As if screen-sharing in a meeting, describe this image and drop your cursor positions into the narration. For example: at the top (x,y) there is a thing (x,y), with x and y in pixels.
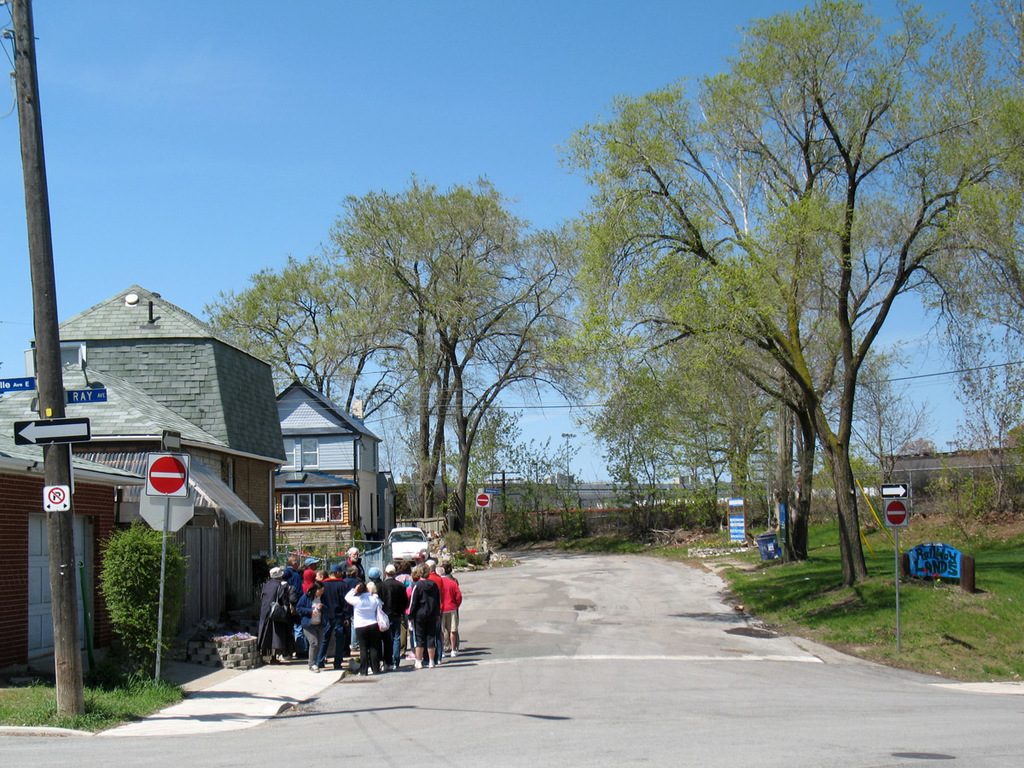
On the left side of the image (240,458) there are buildings (231,469), in front of the buildings (308,470) there are poles (35,111), trees (153,601) and there are a few people (347,617) standing on the road (308,729). On the other side of the image there are trees (774,491). In the background (307,142) there is the sky (209,189).
